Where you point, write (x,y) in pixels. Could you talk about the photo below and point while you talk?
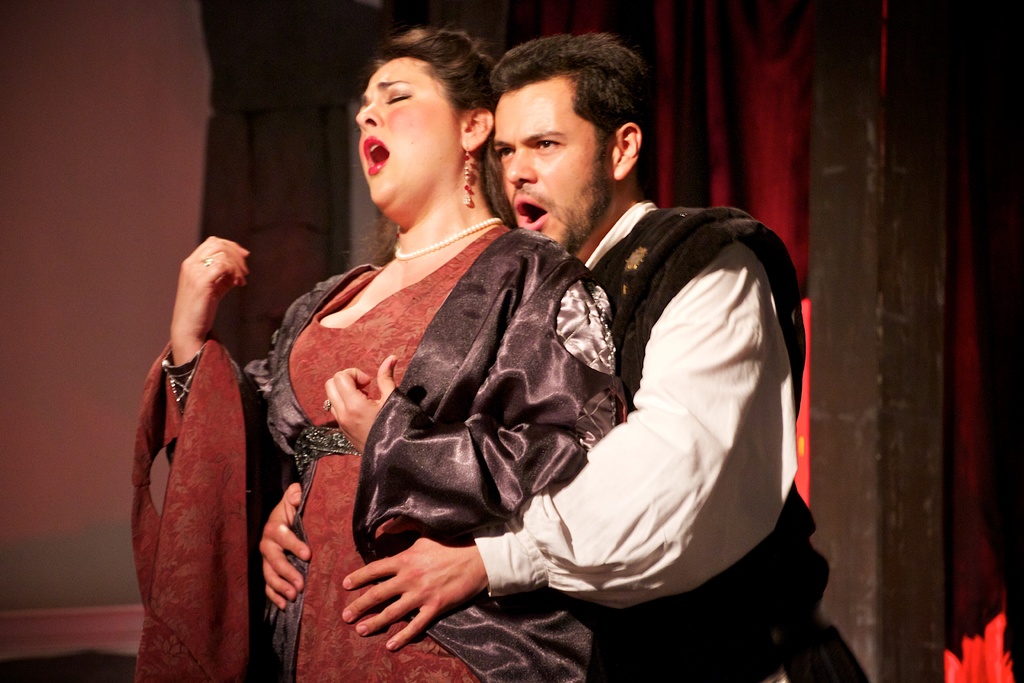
In this picture I can see two persons (461,227) standing, and in the background (965,362) there are some objects (1001,402).
